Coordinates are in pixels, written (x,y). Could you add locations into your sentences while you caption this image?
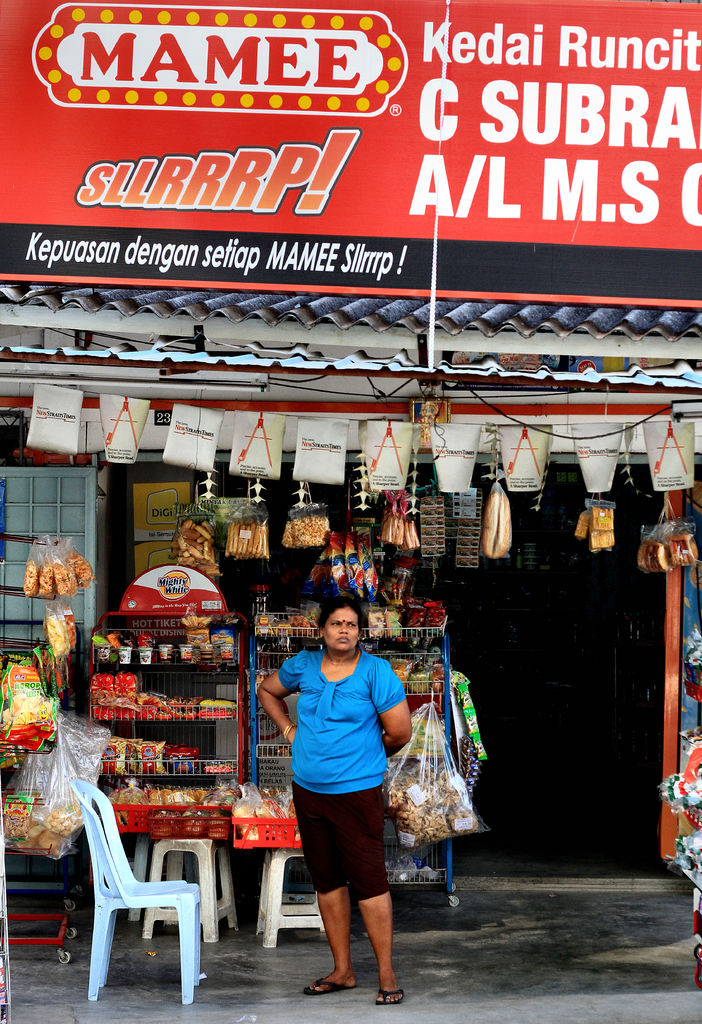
In this image I can see a woman (329,608) wearing blue top (375,673) and standing in front of a shop (344,453). Here I can see few stools (172,846) and chairs (94,795).
